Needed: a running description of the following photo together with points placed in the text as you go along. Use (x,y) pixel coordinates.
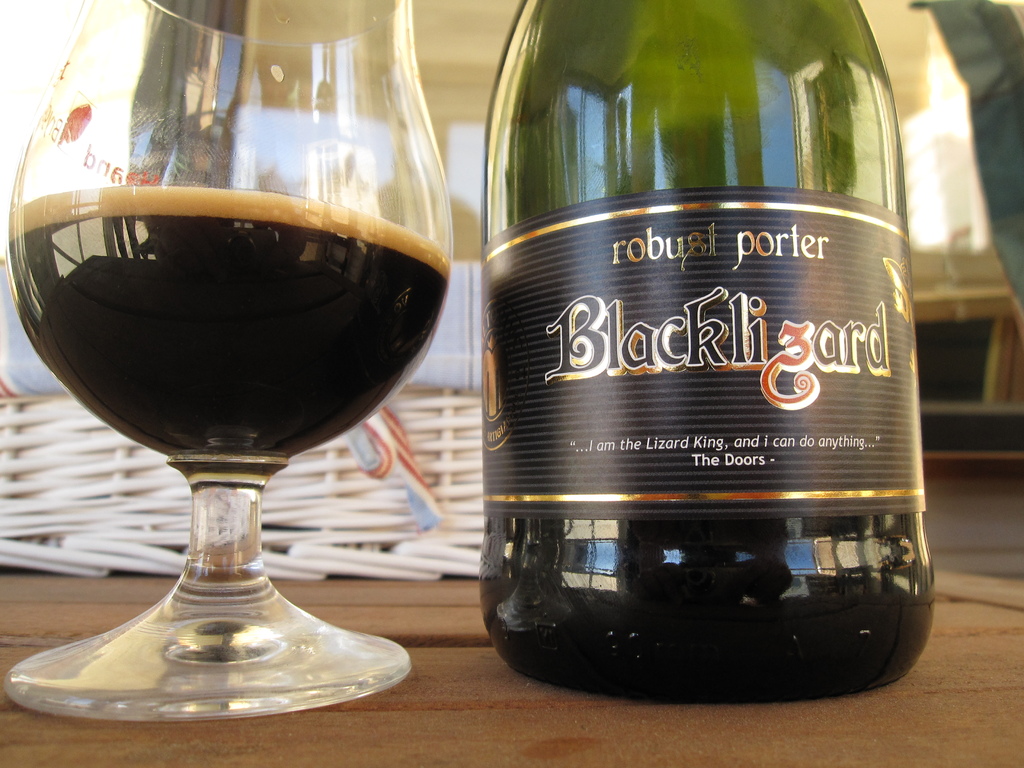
In this picture we can see a bottle (640,292) and a glass (97,201) with drink (223,328) on the table (452,685).
